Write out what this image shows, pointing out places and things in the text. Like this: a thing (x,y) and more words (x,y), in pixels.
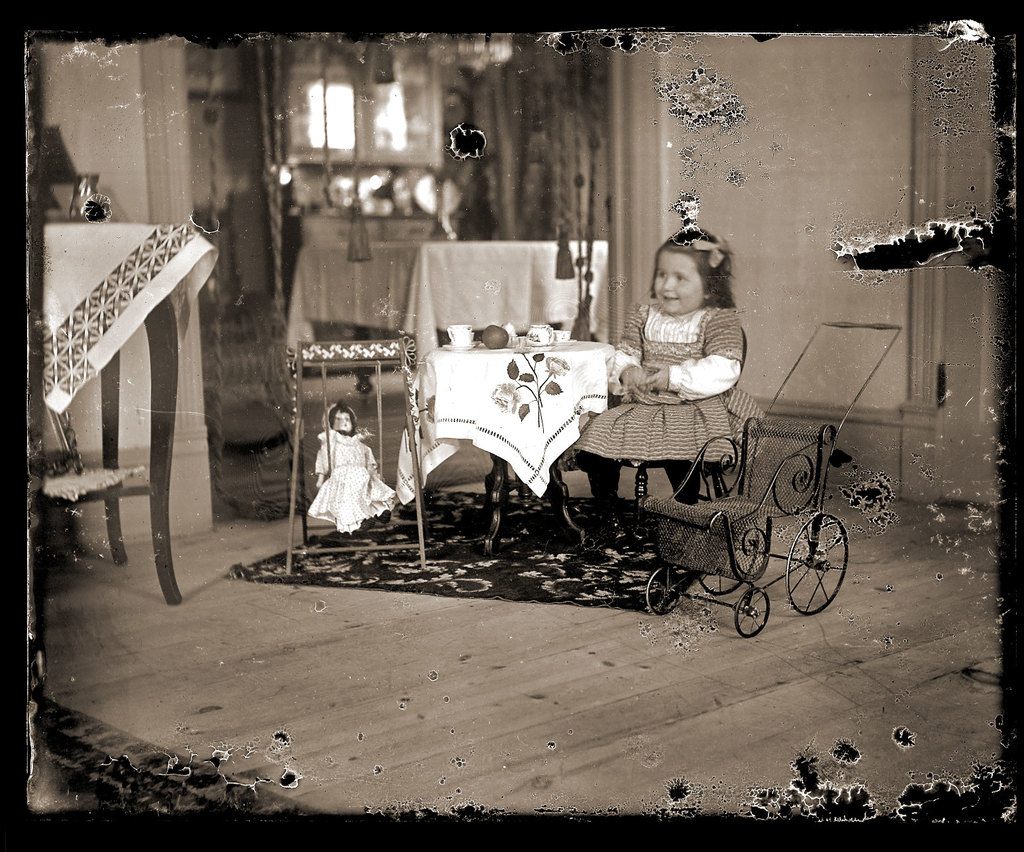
in the center (675,455) we can see one baby (612,439) sitting on the chair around the table (533,423). On the table (438,462) we can see some food items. In front of her we can see toy pram (728,530). And coming to back we can see wall (817,179), table (159,332), lamp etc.
